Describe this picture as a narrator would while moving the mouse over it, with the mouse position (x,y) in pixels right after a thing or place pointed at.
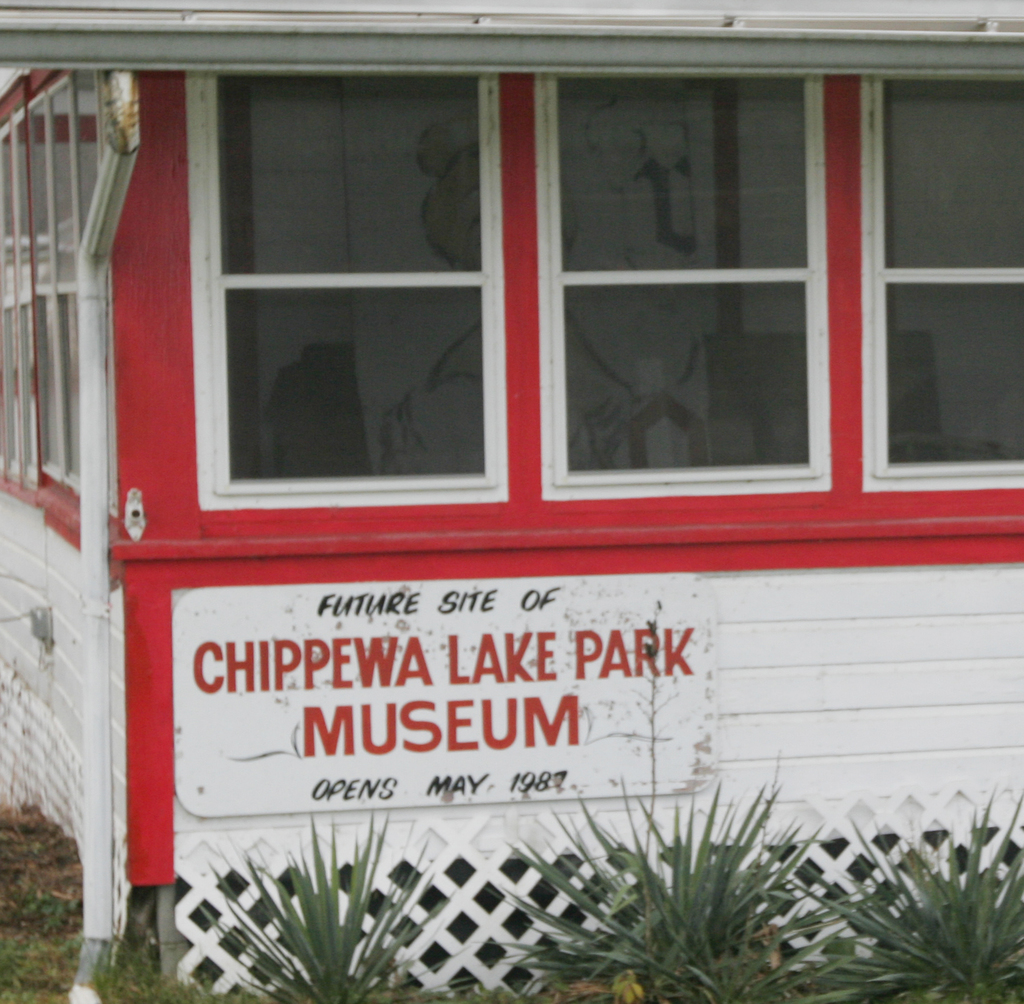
In this image I can see a building (428,454), windows (344,311), a pipe (110,138), few plants (969,926) and here I can see something is written.
